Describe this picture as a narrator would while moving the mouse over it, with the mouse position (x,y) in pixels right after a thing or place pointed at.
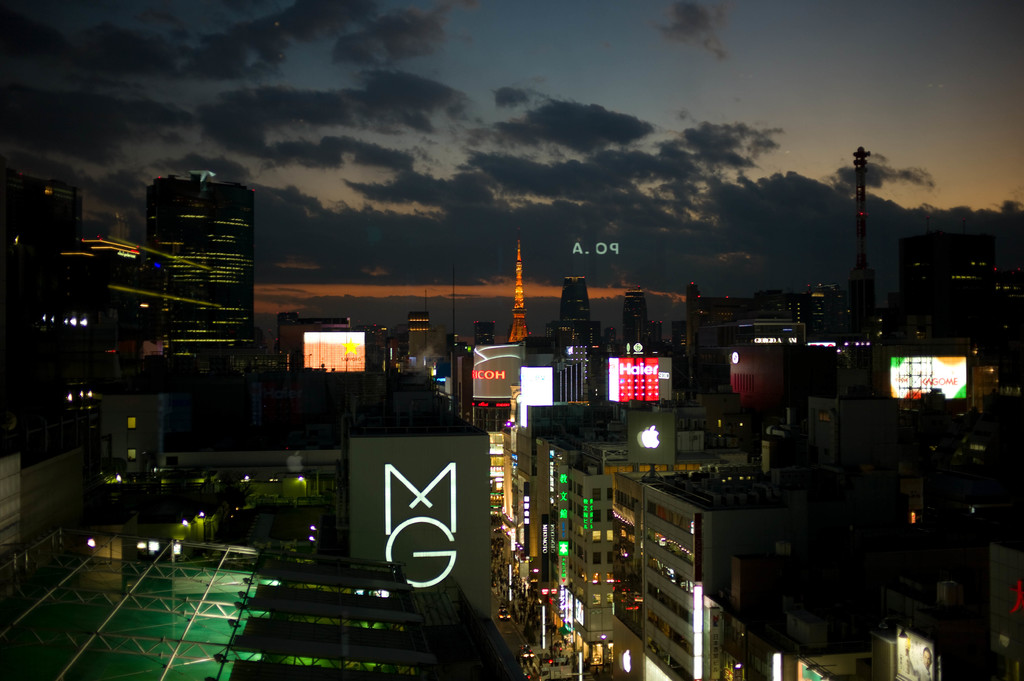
This picture is clicked inside the city (825,562). In the foreground (899,447) we can see the buildings (638,407), towers (858,203) and skyscrapers (58,216). In the background (618,24) there is a sky (659,66) which is full of clouds (642,194) and we can see the boards (910,388).
